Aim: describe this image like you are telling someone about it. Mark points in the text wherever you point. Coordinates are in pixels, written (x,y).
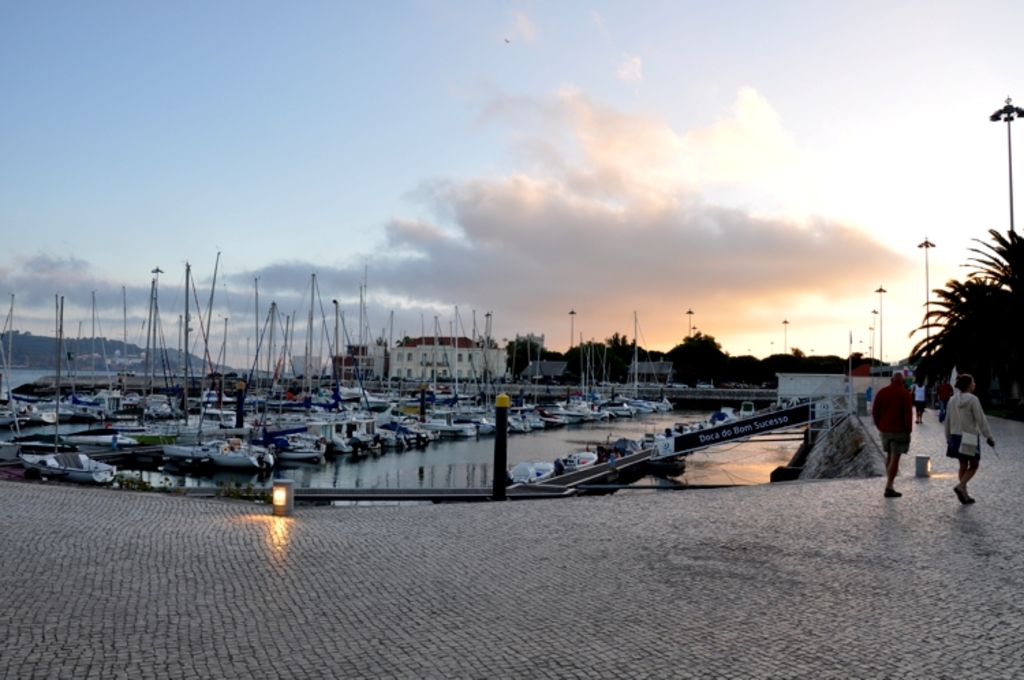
In the foreground of this picture (682,612), there is a path (906,477) and few persons (948,444) are walking on it. In the background (210,418), we can see the boats (579,396) on the water (519,449), poles (502,401), trees (629,343), sky (820,190) and the cloud (676,174).
